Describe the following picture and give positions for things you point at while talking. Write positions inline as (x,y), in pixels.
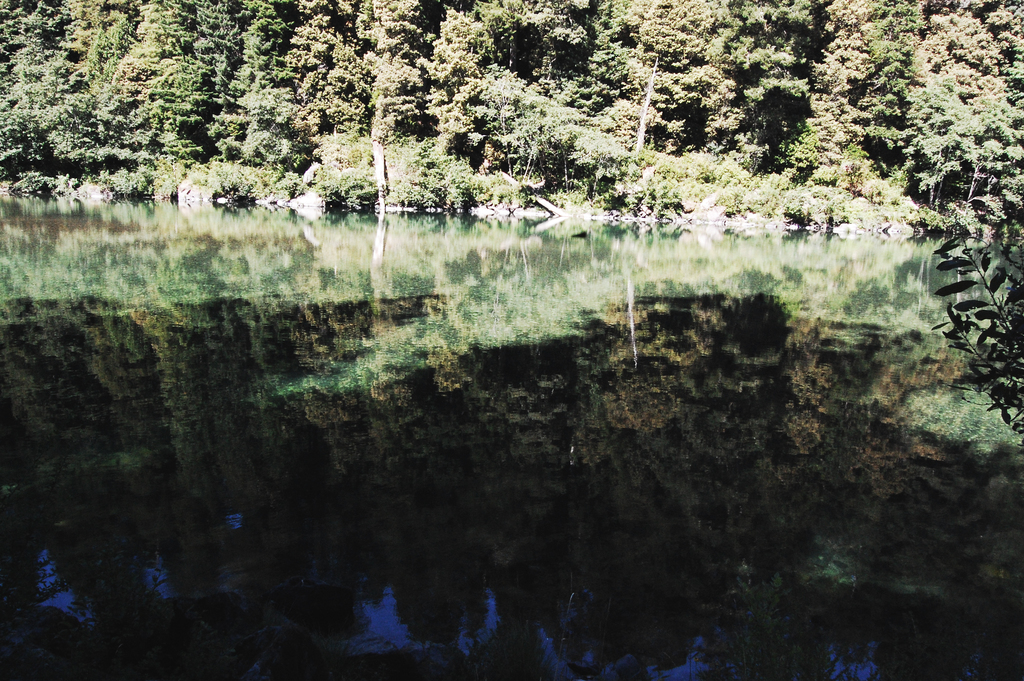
In this image there is a river (441,419) towards the bottom of the image (477,505), there is a plant (1001,371) towards the right of the image (1002,355), there are trees (946,193) towards the top of the image (356,105).
